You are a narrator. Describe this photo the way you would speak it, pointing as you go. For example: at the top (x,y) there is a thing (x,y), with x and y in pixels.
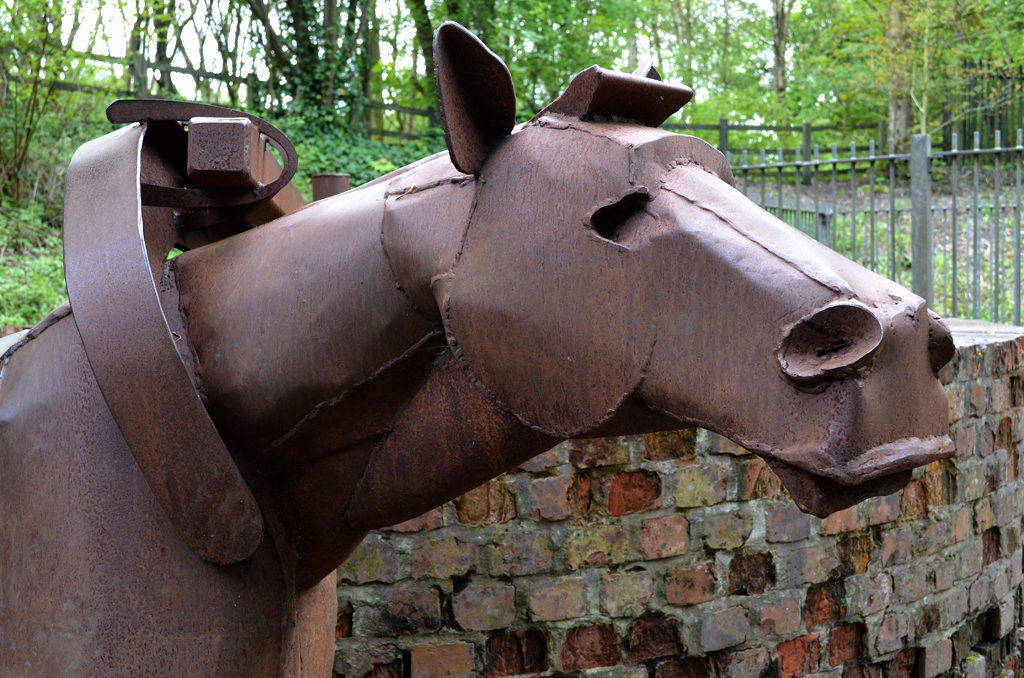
In the foreground (413,196) I can see a metal horse (488,373) and bricks wall (646,483). In the background (364,122) I can see a fence (846,171), plants (302,105), trees (372,52) and the sky (239,37). This image is taken may be near the park (942,243).
